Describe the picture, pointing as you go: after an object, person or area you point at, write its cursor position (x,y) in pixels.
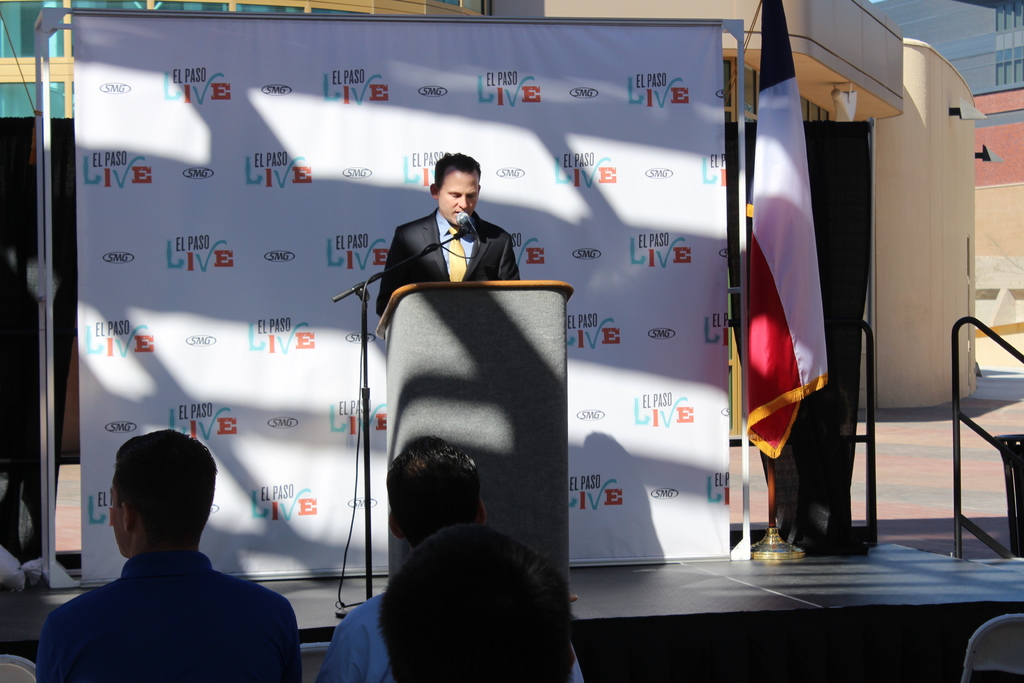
In this image I can see group of people (267,609). In front (453,323) I can see the person (452,268) standing and I can see the podium (452,374) and a microphone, background (618,238) I can see the banner (570,160) in white color. I can also see the flag (771,215) and the flag (794,222) is in red, white and black color, few buildings (803,101) in cream, blue and brown color.
